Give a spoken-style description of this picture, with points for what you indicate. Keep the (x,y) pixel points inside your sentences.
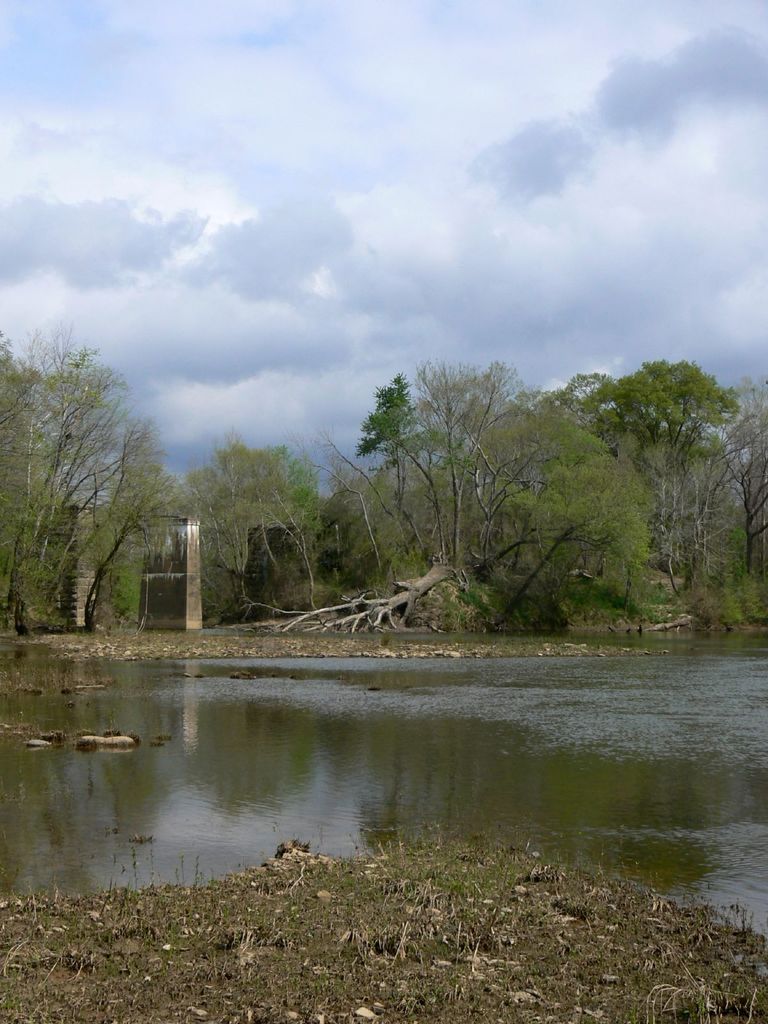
This image is clicked outside. There is water (321,804) in the middle (437,670). There are trees (47,551) in the middle (359,444). There is sky (374,204) at the top (430,329).
